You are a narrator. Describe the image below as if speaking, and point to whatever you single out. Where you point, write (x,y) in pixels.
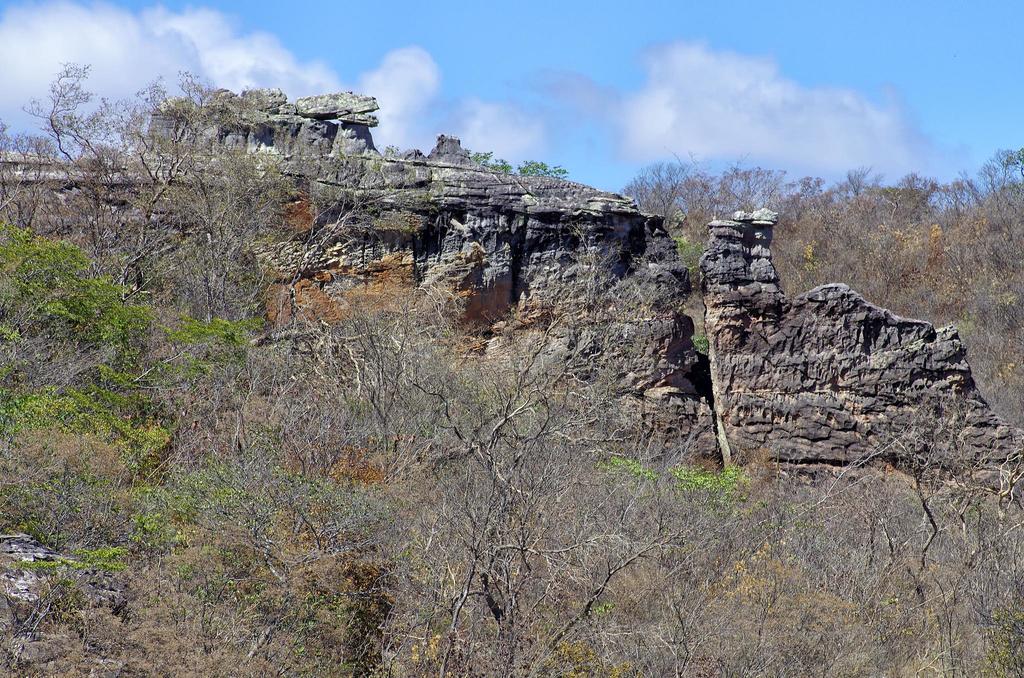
In this picture we can see trees (166,543), rocks (548,309) and in the background (444,31) we can see the sky (504,86) with clouds (731,149).
